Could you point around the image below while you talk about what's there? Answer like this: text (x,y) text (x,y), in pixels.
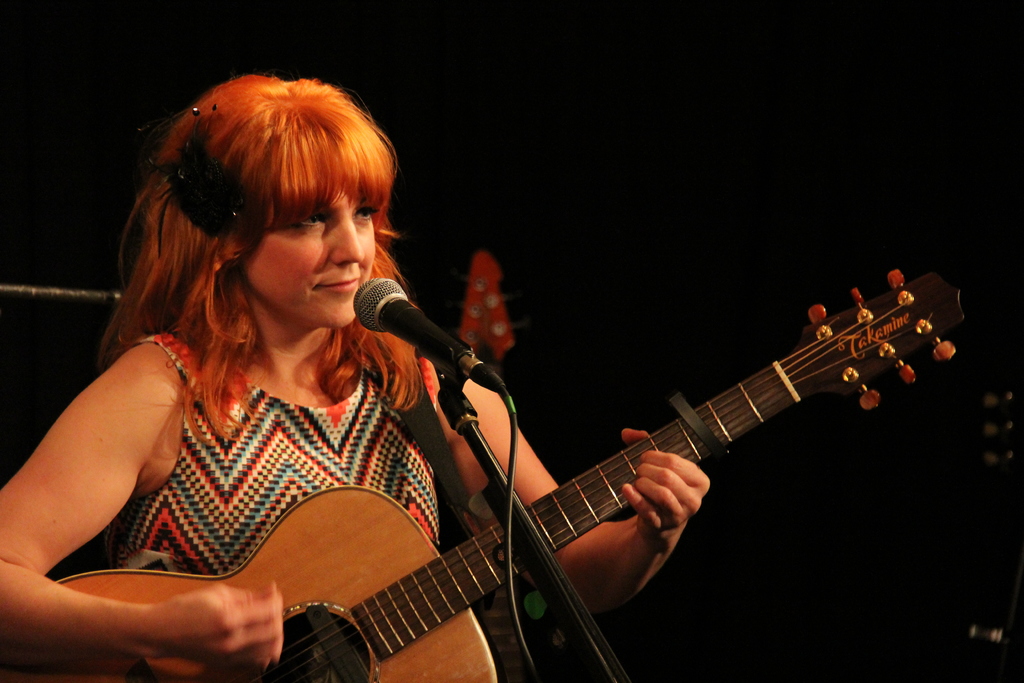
This is a picture of a woman (276,250) playing guitar (403,556), there is a microphone (374,289) in front of her. She is having red head (358,198). In the background (481,333) there is a red color guitar (468,300). On the stage (932,504) background (911,632) is dark.
